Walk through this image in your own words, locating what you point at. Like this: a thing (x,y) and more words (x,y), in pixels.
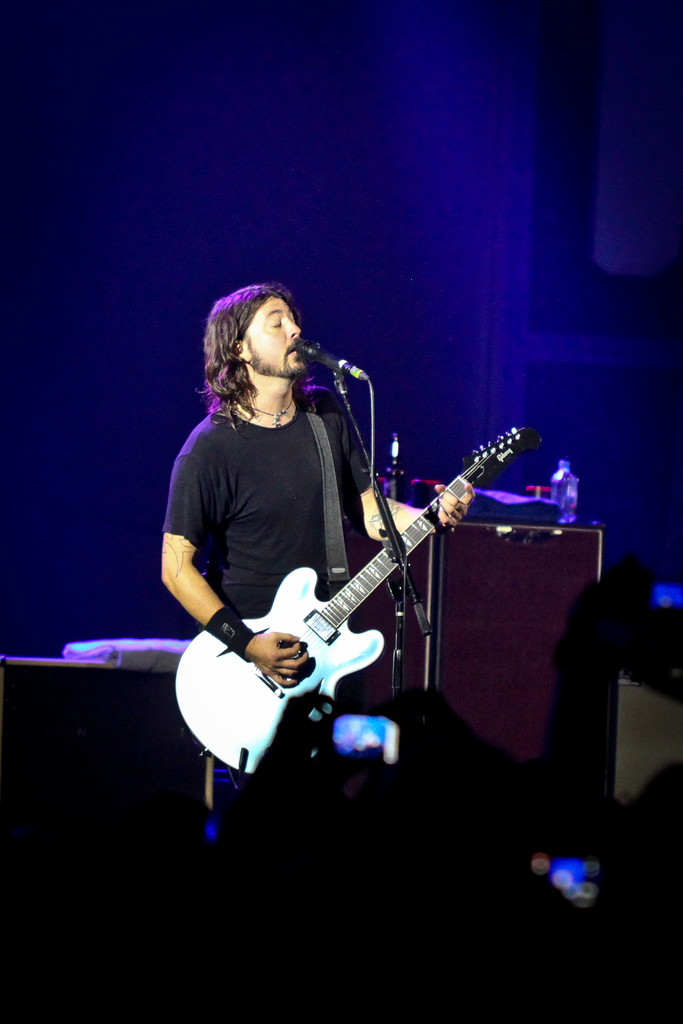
In the center of this picture (259,452) we can see a man (275,472) wearing black color t-shirt (266,496), standing and playing guitar (311,653) and we can see a microphone (299,353) attached to the metal stand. In the background (506,691) we can see some other objects (571,555).
